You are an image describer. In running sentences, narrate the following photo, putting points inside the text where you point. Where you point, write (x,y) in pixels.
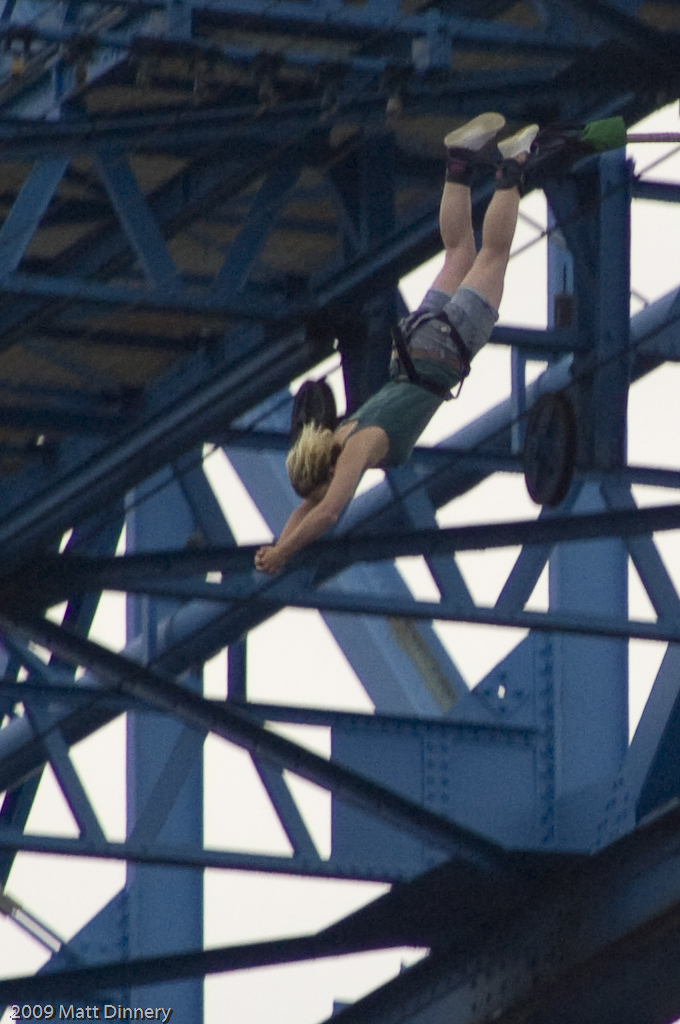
This picture shows a bungee jump by a woman (499,194) and we see a bridge (590,169) and a cloudy sky (509,651).
